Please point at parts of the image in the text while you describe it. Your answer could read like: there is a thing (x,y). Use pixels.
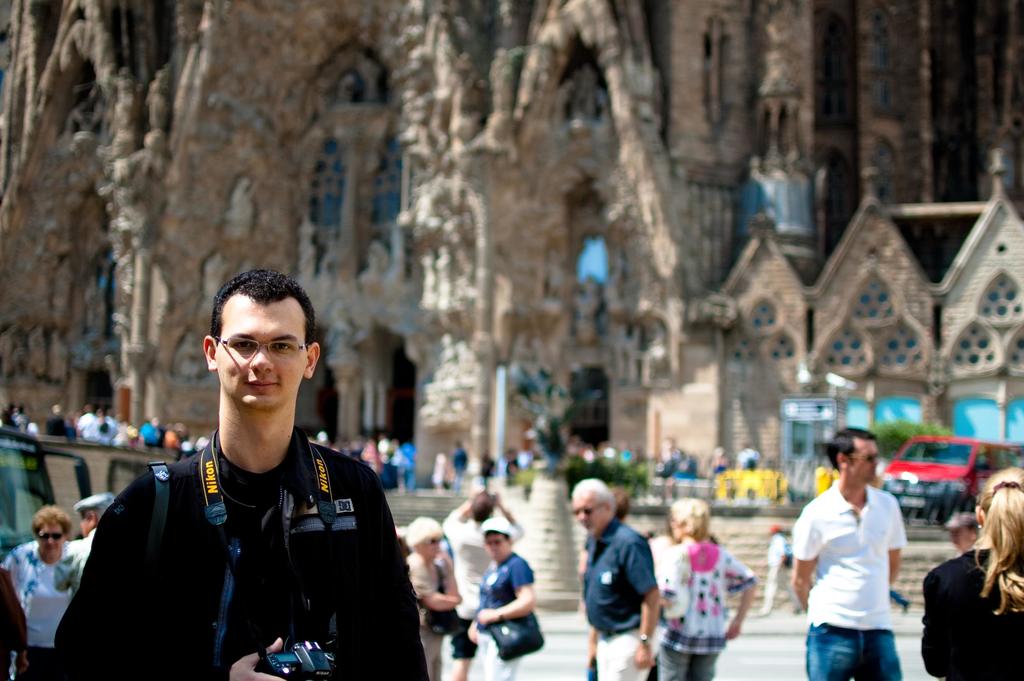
This picture is clicked outside. In the foreground (683,583) we can see the group of people (439,565). In the background (687,175) there is a building (710,350), stairs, vehicles (975,462), group of persons (412,446) and many other objects (727,475).
